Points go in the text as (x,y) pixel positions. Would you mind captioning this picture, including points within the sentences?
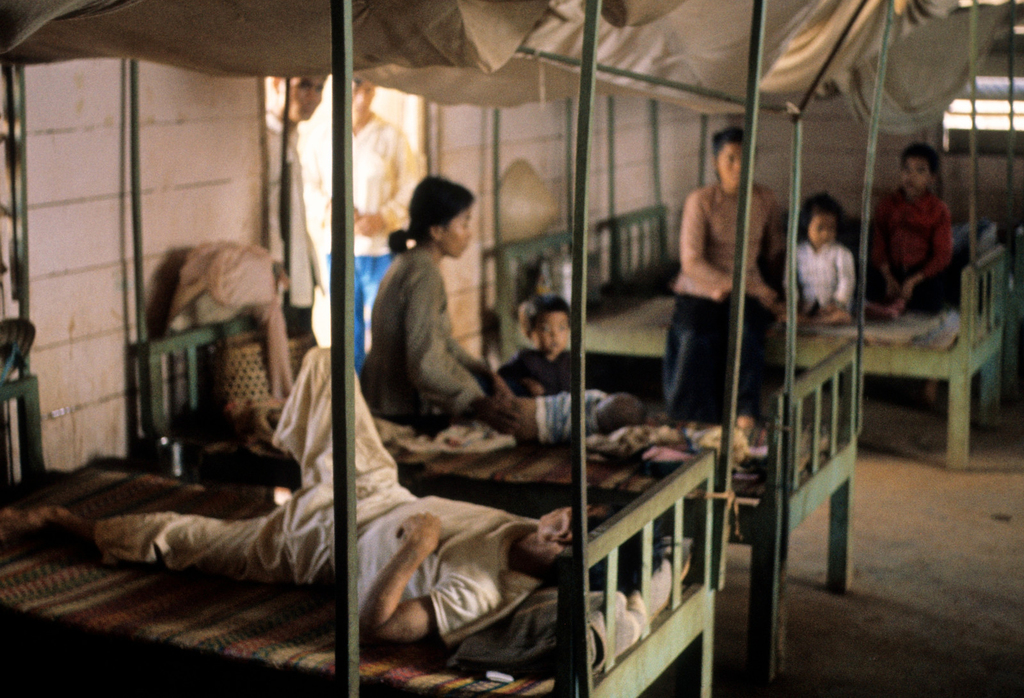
In the image I can see some beds (20,122) on which there are some people (299,400) sitting, lying and also I can see some other people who are standing.
